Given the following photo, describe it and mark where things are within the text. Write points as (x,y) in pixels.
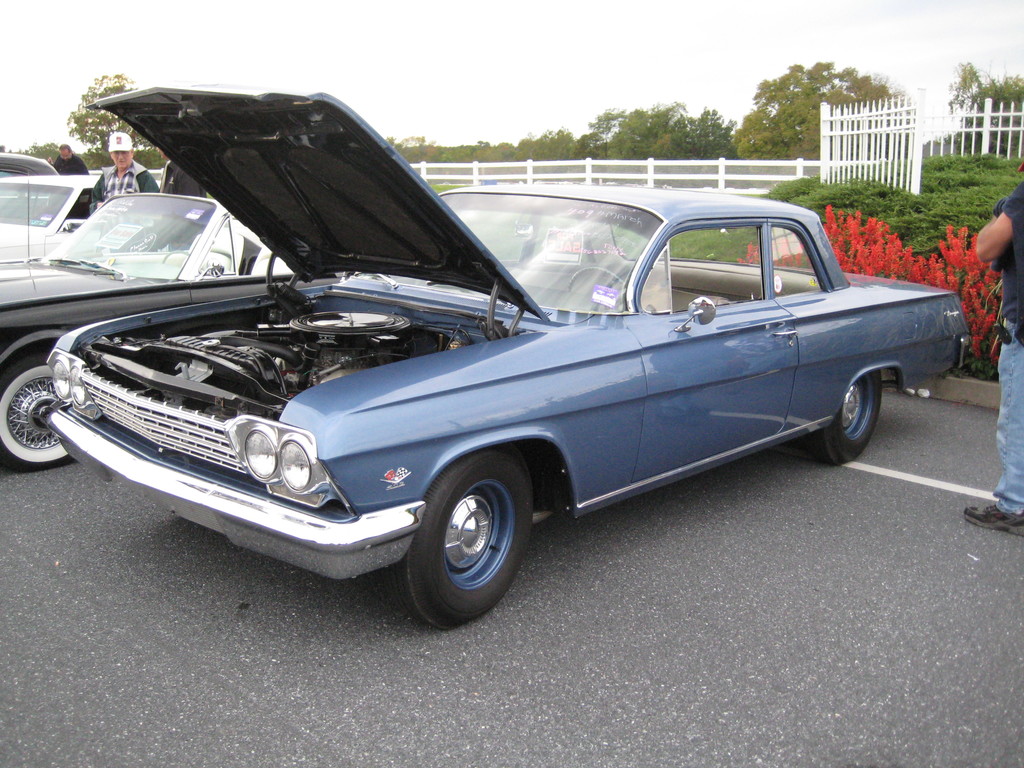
In this image I see cars (479,317) and I see few people (1007,227) and I see the road (773,478) and I see a white line (968,493) over here. In the background (984,147) I see the plants (772,196) and I see flowers (834,228) over here and I see the fencing (635,159), trees (1014,90) and the sky (240,46).
